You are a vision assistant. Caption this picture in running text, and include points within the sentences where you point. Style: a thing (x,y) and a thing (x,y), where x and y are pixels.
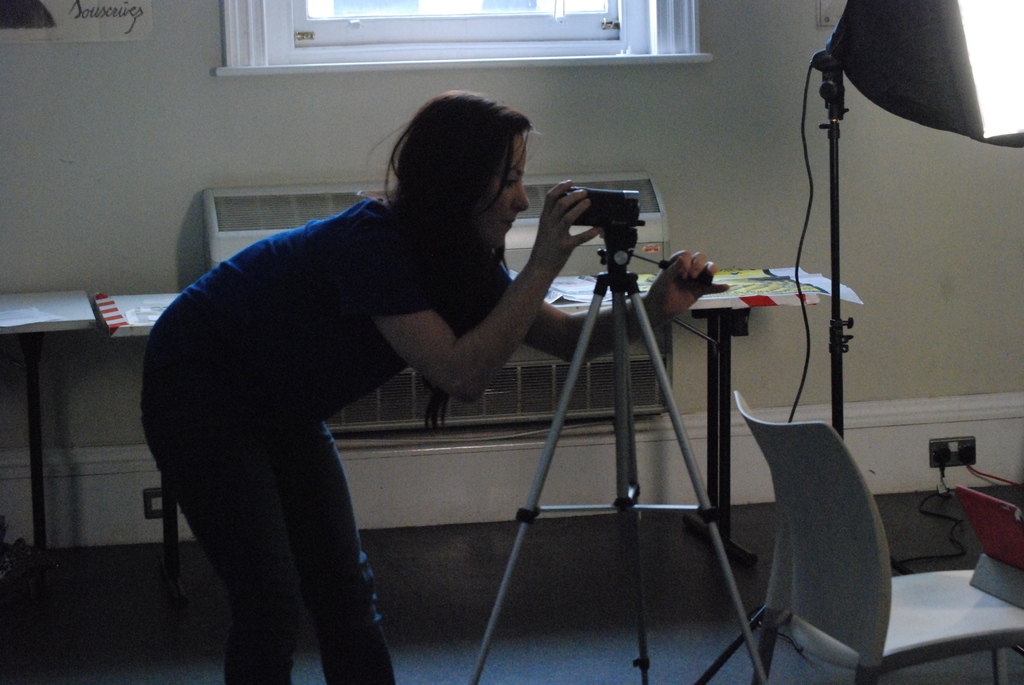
In the image we can see there is a woman (329,382) who is standing and she is checking a video camera stand (632,241) and in front of her there is a chair (857,482) and beside her there are tables (699,302).
